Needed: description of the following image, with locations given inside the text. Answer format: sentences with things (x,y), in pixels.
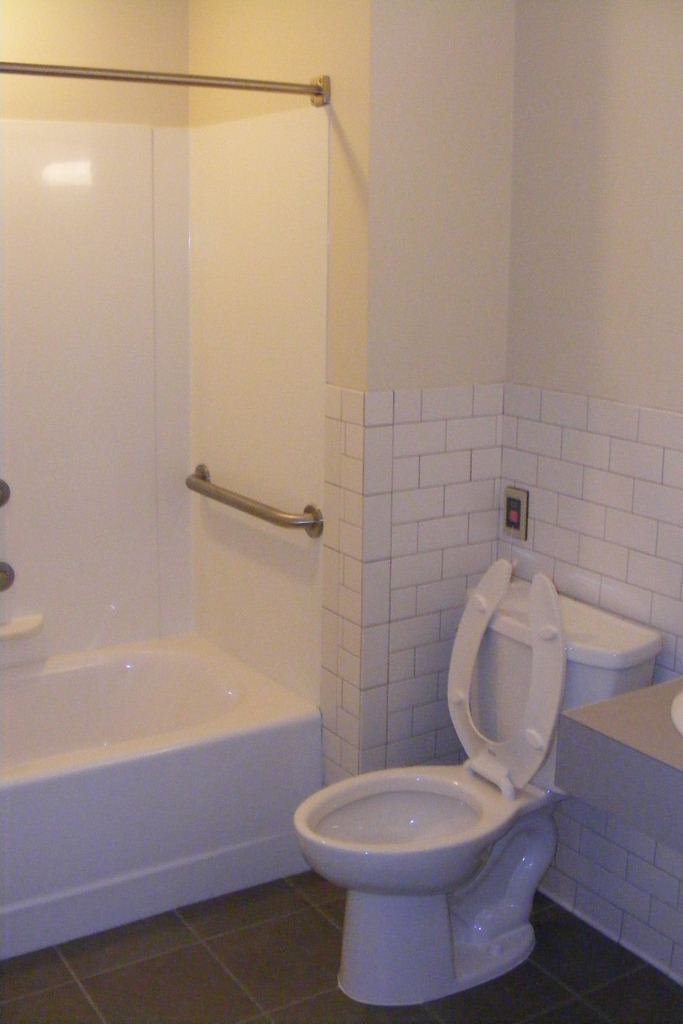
This is a picture of restroom (590,317). We can see pole stands (237,84), bath tub (70,749), western toilet (526,881) cupboard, a flush tank (597,641) and the wall (580,294) with tiles (332,626). At the bottom (176,988) we can see the floor (214,996).
